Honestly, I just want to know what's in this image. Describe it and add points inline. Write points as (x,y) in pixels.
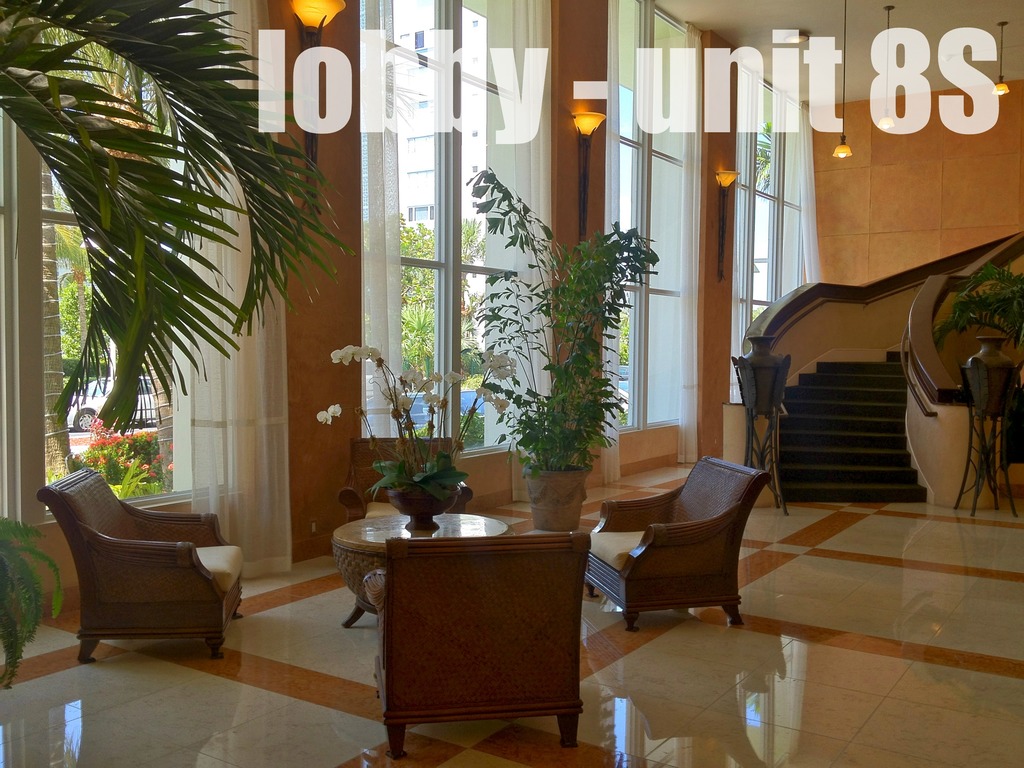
In the given picture, I can see a lobby (966,50) after that i can see a four chairs (625,610) next we can see few trees (478,230) next we can see stairs (843,394) and on the top right (1006,86), We can see few lights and on the top left (305,31) also we can find a light (315,42) and finally we can see a table (409,537) top of that table (440,519) there is a plant (419,473) which is placed on top of a table (359,528) and floor (781,653).
